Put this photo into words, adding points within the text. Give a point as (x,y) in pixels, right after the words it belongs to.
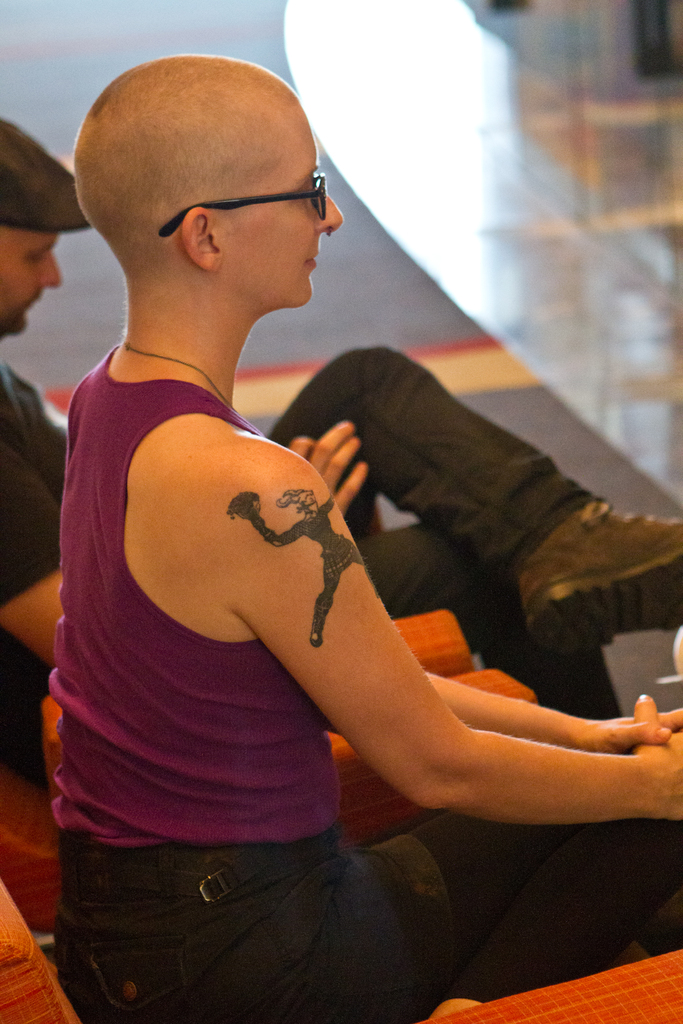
In this image in front there are two people (256,708) sitting on the chairs (668,968). In front of them there is a glass table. At the bottom of the image (667,981) there is a chair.
